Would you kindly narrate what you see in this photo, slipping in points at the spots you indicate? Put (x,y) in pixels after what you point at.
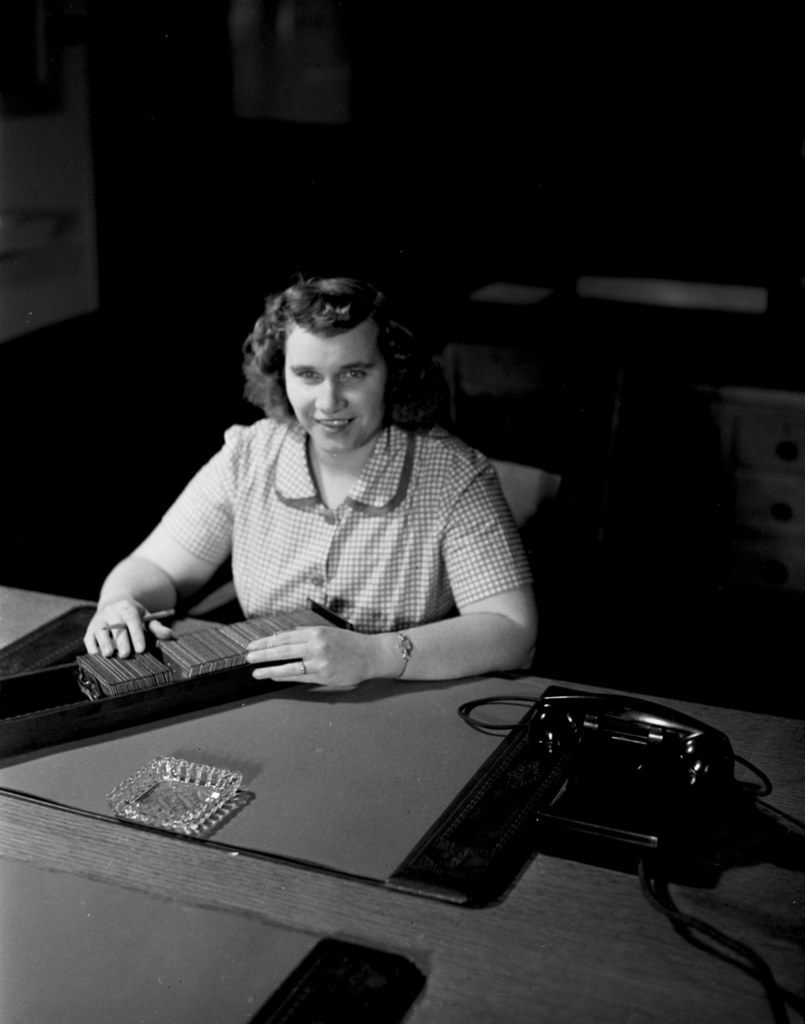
This image consists of a woman (394,646) sitting in the chair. She is holding a box (134,697). In front of her, there is a table (156,851) on which there is a telephone (595,832) along with an ashtray (149,808). In the background (750,552), there is a table (507,357) in the room (328,119). The room (227,403) looks too dark.
